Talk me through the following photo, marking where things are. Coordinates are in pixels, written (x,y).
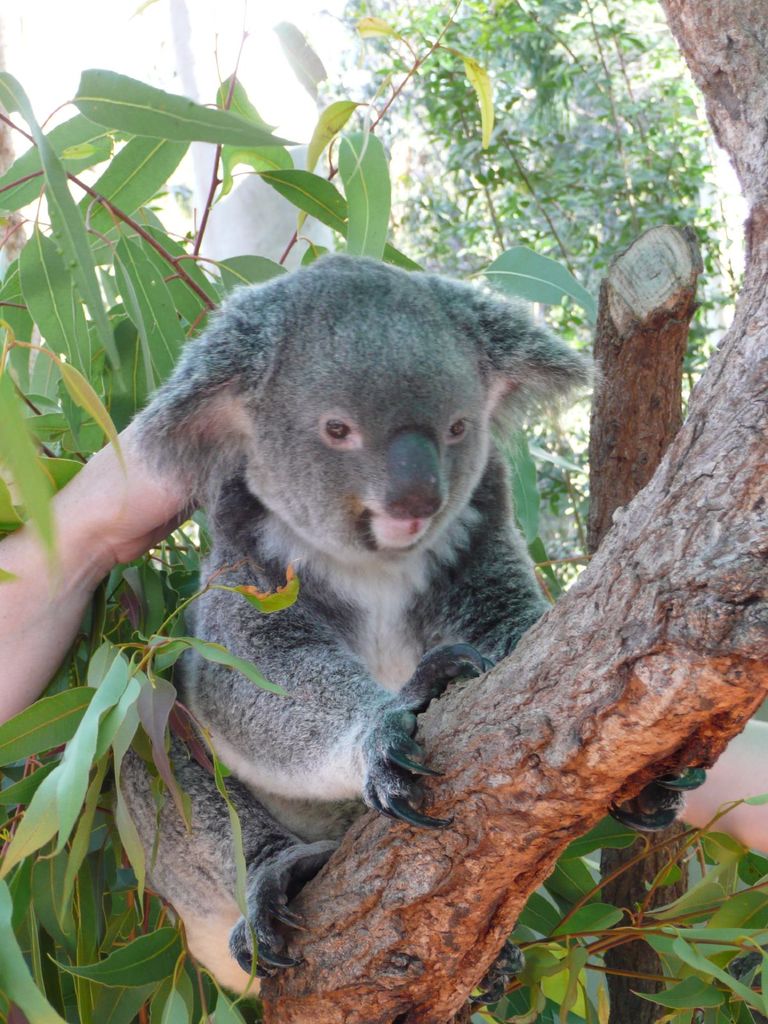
In this image we can see an animal (395,551) is sitting on a trees (392,837) and on the left (10,670) and right side we can see person's hand (30,638). In the background (418,206) there are trees (61,160) and log (623,469).
